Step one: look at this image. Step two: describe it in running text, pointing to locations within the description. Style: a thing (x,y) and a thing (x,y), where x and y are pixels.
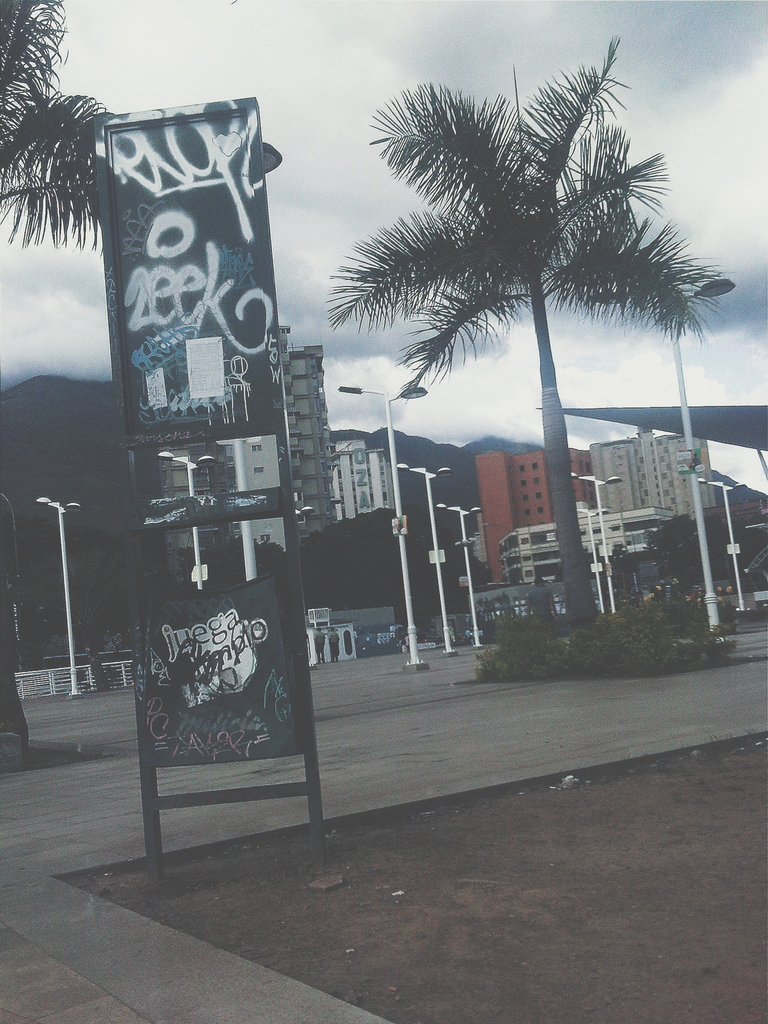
In this image we can see a board (273,686) with some text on it. We can also see some trees (584,599), a group of buildings (634,523), plants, street poles (602,531), the hills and the sky (352,245) which looks cloudy.
